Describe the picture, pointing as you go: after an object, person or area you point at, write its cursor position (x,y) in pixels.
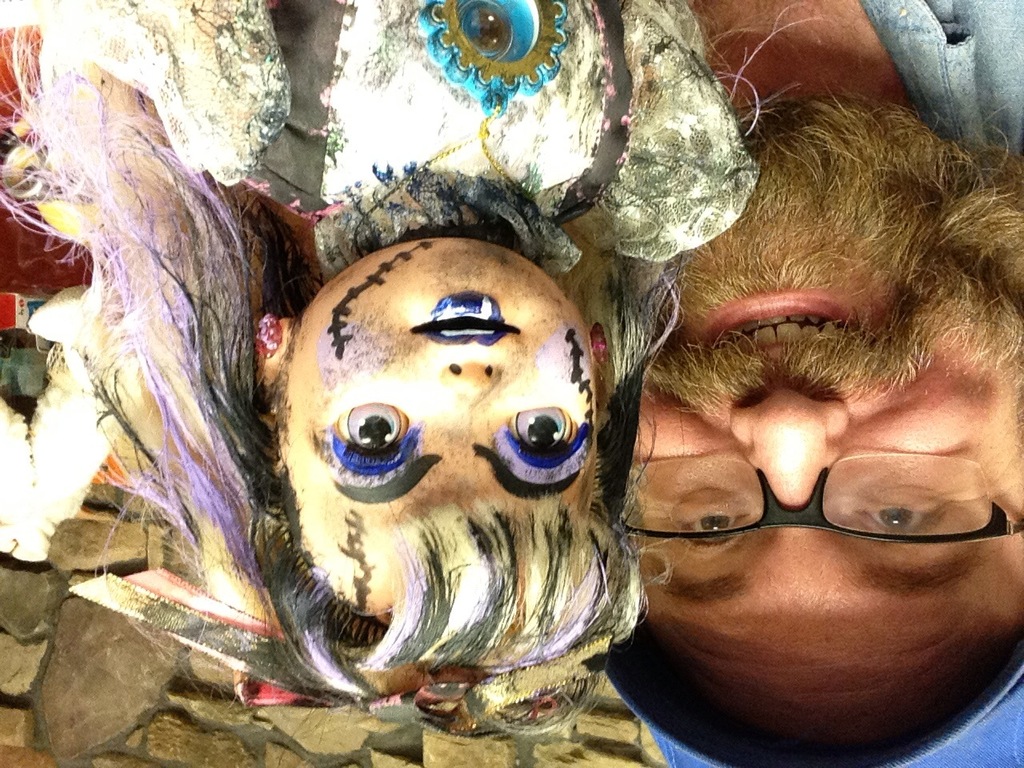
In the picture we can see a man (941,366) with a beard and glasses (679,509) and beside him we can see a doll (491,555).
